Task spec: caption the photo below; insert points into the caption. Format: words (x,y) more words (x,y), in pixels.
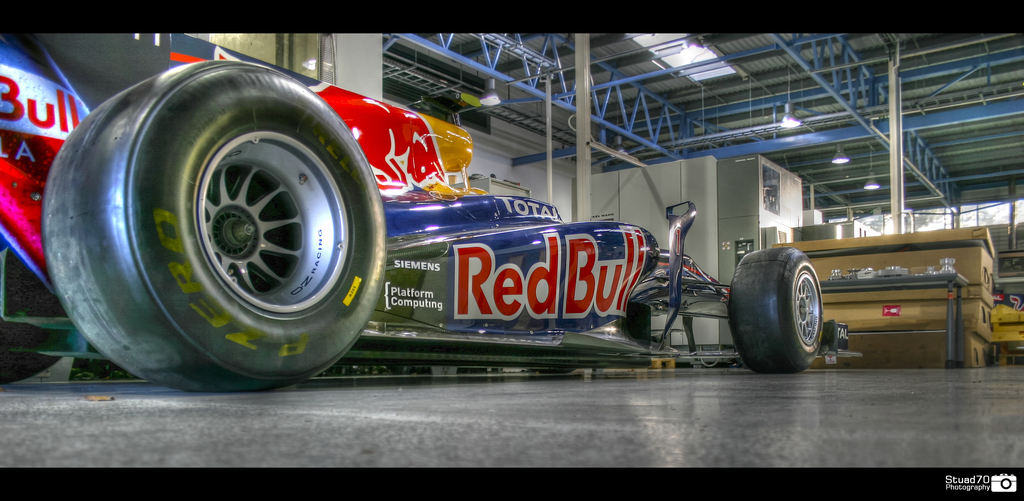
In this image there is a vehicle (509,318) on the floor (728,424). There is a table (919,286) having few objects (870,276) on it. Behind there are few boxes (973,303). There are few pillars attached to the roof (992,131) having few metal rods (638,95) to it. Few lights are hanged from the roof (766,60).
